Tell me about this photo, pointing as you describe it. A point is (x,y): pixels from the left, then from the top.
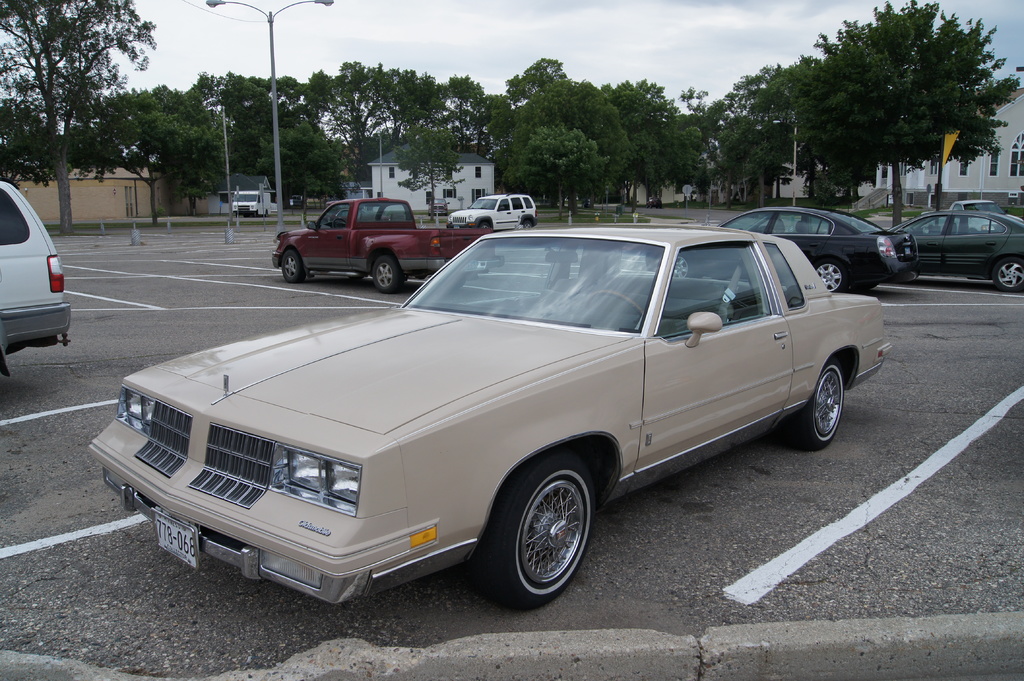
In this image we can see many cars (448,488) parked here. In the background (226,200), we can see light poles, trees (624,120), houses (485,160) and the sky (673,39) with clouds (549,39).
